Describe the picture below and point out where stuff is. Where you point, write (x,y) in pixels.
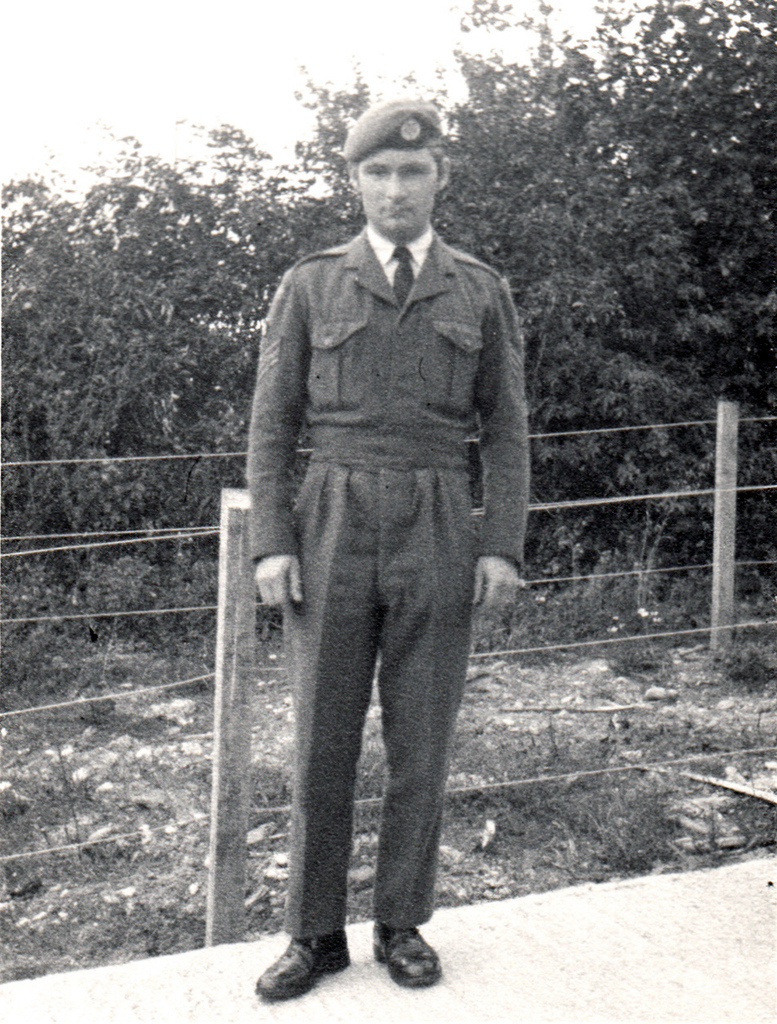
In this picture we can see a man (322,832) standing on the ground (567,898), fence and in the background (532,549) we can see trees (692,159).
